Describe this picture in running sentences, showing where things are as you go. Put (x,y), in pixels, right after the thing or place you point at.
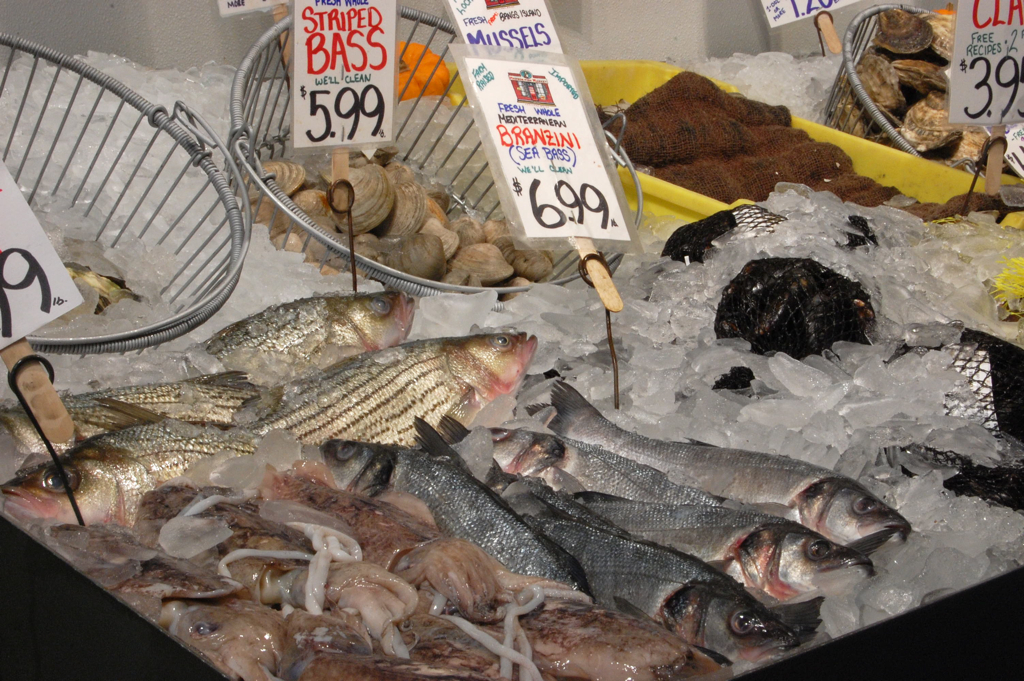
In this image we can see containers (445,241), basket (932,10), price tags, ice pieces (760,420), and sea food (982,340).
